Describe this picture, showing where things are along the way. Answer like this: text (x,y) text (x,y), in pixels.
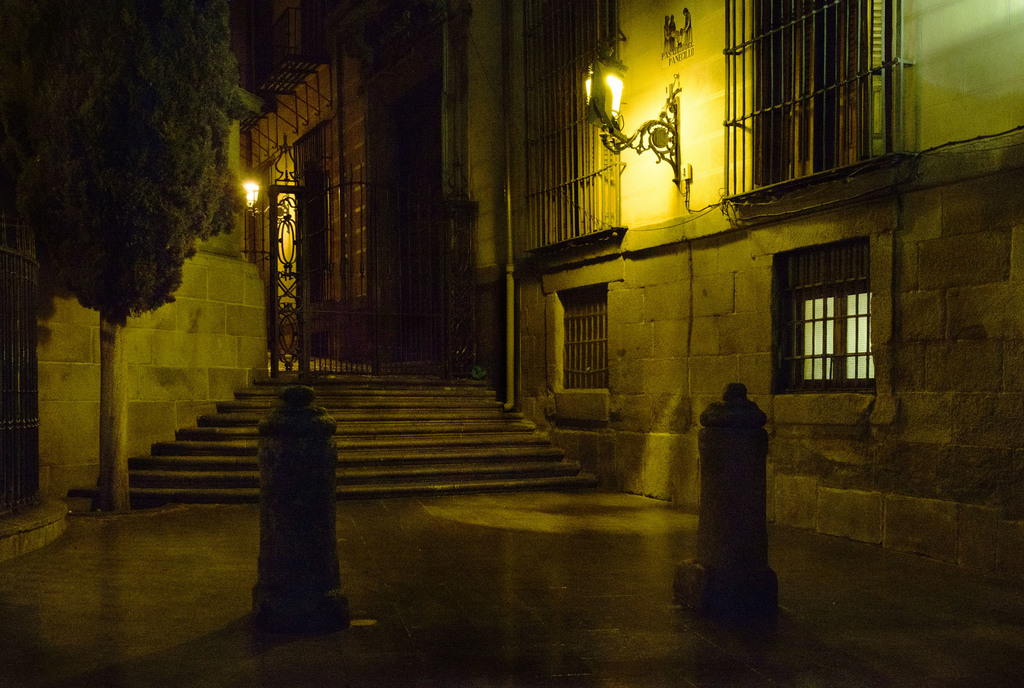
In this image we can see small poles (318,457). On the left side (73,351) there is a tree (109,311), railing (32,323) and a wall (158,334). On the right side (685,272) there is a building (705,332) with windows (567,144). On the wall (683,142) there are lamps (599,122) and there is a gate (359,266). Near to the gate (359,266) there are steps (439,460).
